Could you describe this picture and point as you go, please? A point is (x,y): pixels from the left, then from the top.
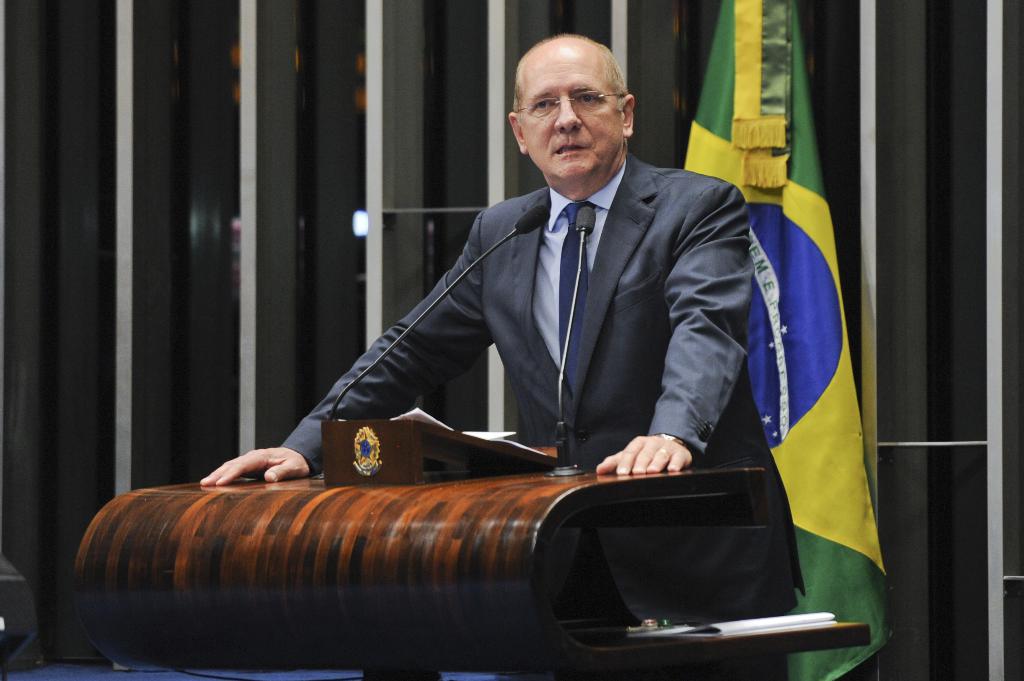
In this image I can see a person (531,258) standing in front of podium (627,496), on the podium (97,528) there are mikes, paper (480,436), a book (738,627) kept on the podium (671,638), there is flag (754,71) visible behind the person (679,211).
